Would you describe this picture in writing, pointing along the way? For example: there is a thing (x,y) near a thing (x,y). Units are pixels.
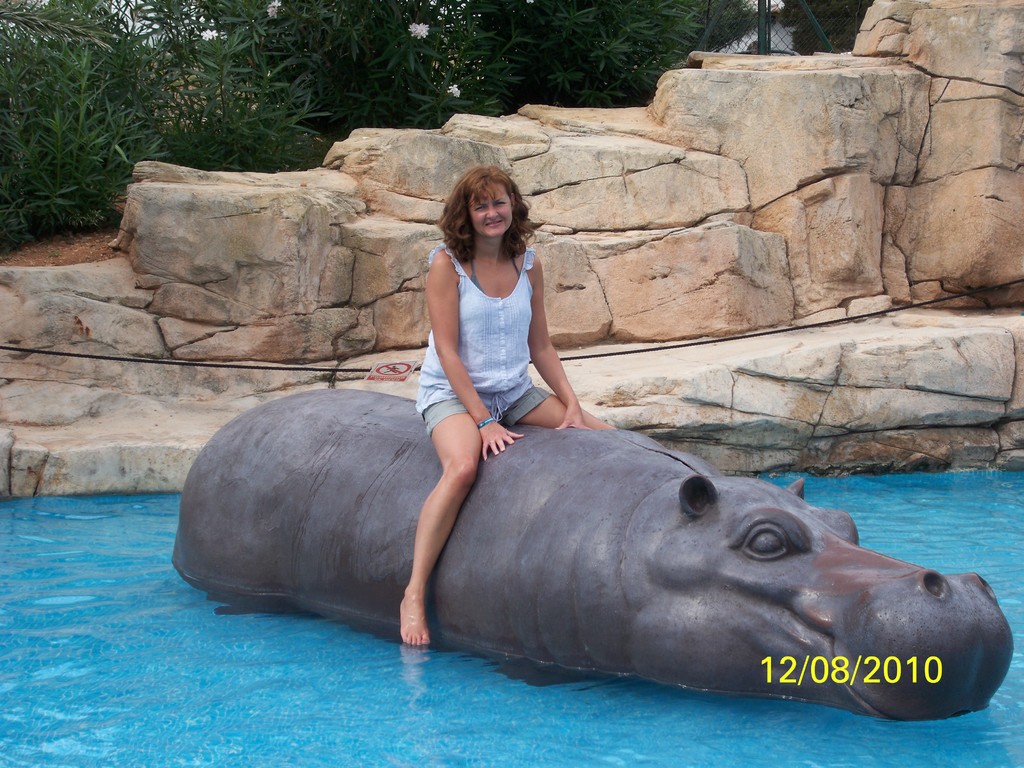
This image consists of hippo (570,565) on which there is a woman (497,416) sitting. At the bottom (464,664), there is water (663,712). In the background (562,337), there are rocks (235,270) along with trees (480,32).
